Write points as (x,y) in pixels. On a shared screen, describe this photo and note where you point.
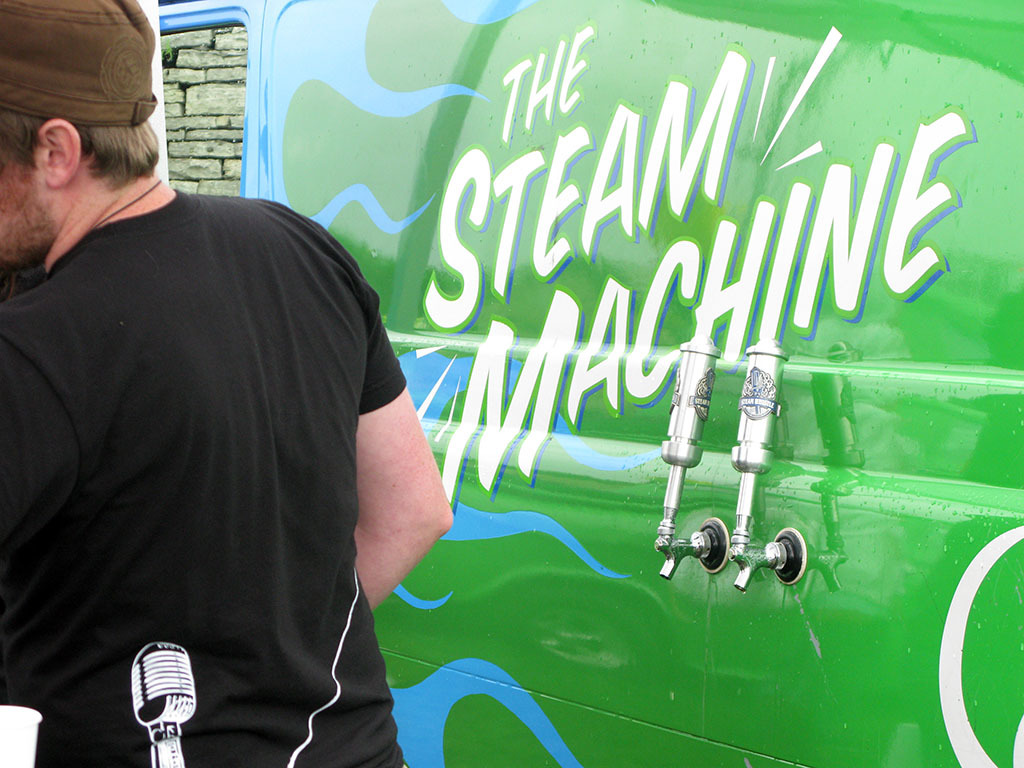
This image is taken outdoors. On the left side of the image (257,276) there is a man (173,544). He has worn a cap (92,62) and a T-shirt (184,479). On the right side of the image (917,510) there is a van (642,617) with a text (548,368) on it.
